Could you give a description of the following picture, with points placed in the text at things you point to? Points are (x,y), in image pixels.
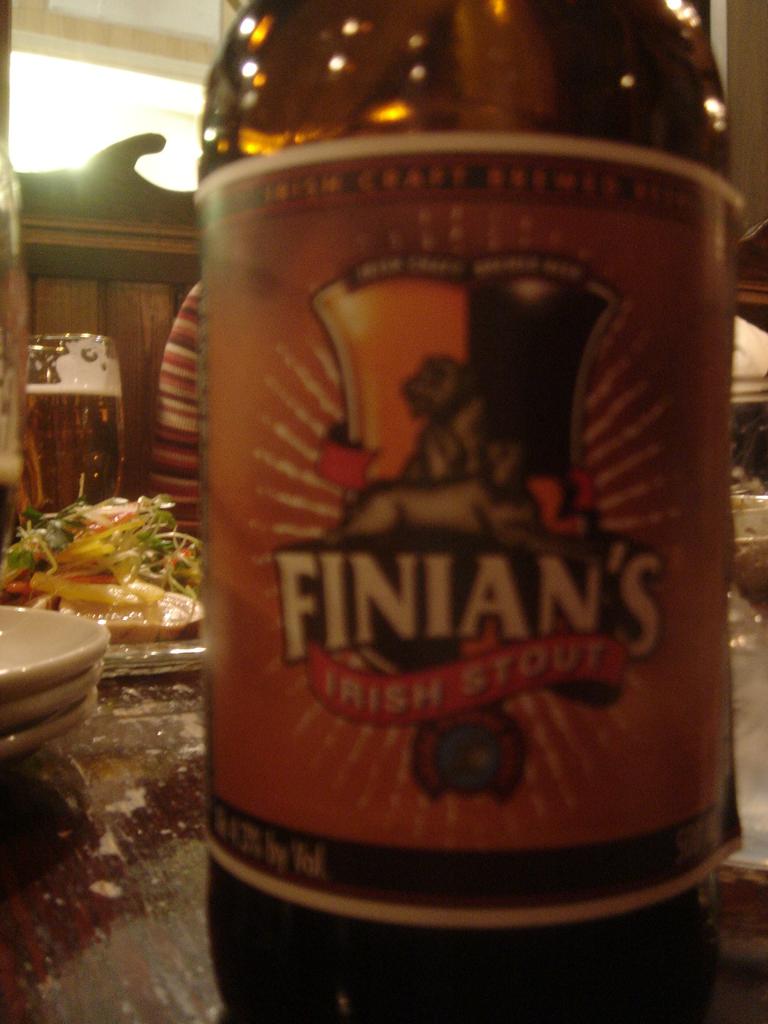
In this image I can see a bottle (305,670) and few plates (70,721) on this table (131,729). I can also see a glass (56,407) with drink (77,423) in it.
